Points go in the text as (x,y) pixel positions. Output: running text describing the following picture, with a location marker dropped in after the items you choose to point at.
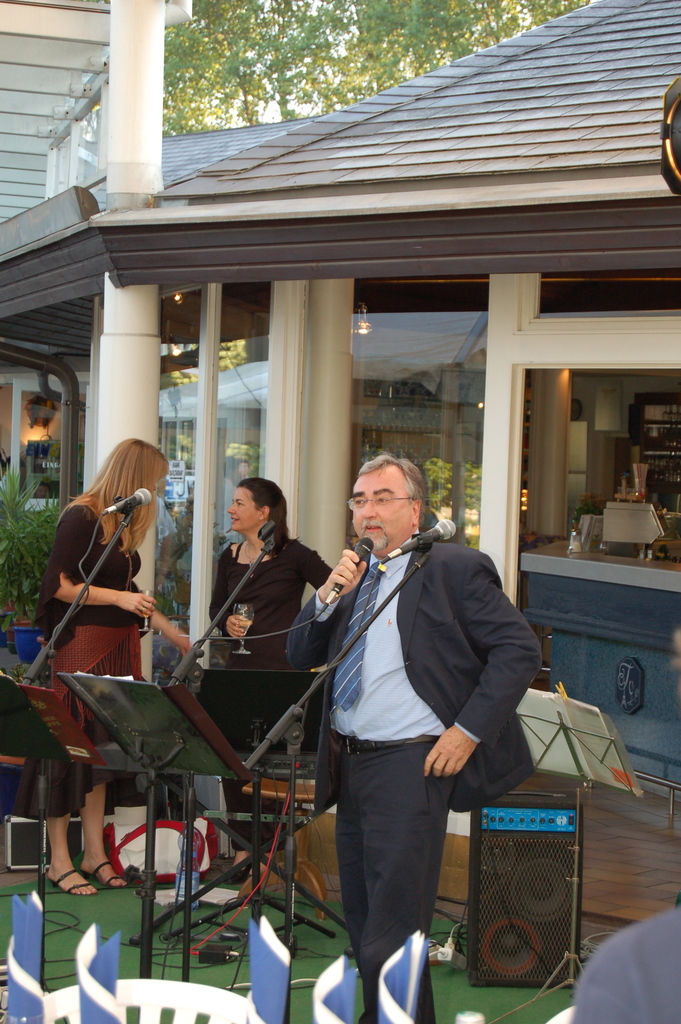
This is an outside view. Here I can see a man (392,648) standing facing towards the left side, holding a mike (360,545) in the hand (346,560) and speaking. Beside him there are metal stands (152,693). At the back (111,595) there are two women (117,620) holding glasses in their hands (123,601), standing and looking at each other. Here I can see a speaker (520,870) and few cables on the ground (102,914). At the bottom of the image (157,995) there are few papers (351,990) and a chair (173,993). In the background (320,310) there is a building (296,203). At the top of the image (302,78) there is a tree (232,31).
